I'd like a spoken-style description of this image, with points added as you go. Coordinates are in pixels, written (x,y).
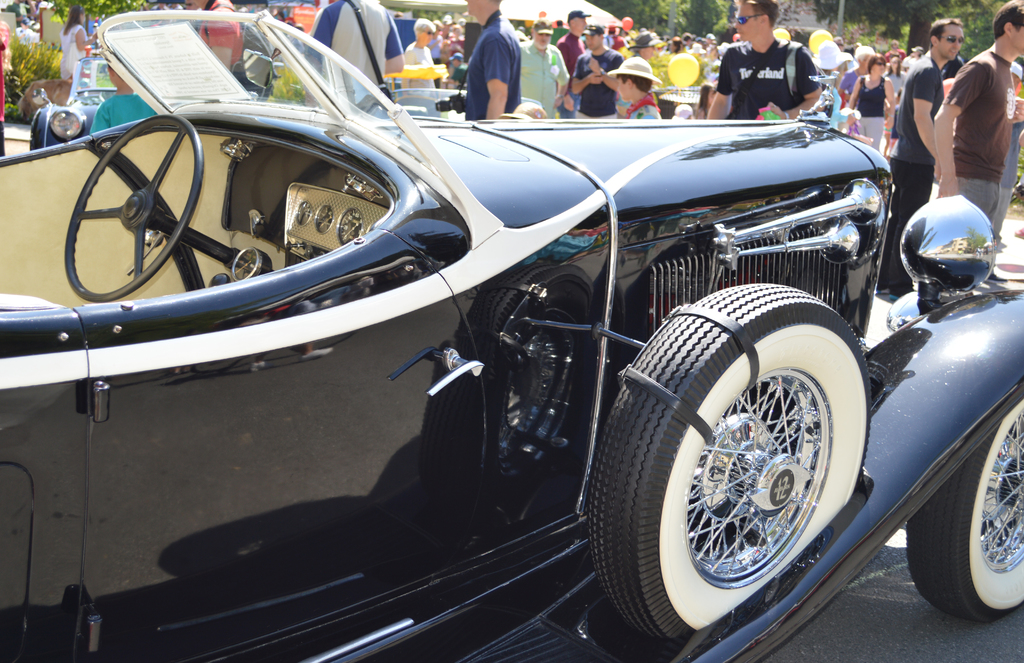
In this picture we can see black color Vintage car (477,464) parked in the front (219,589). Behind we can see the group of men and women (580,74) standing in the car exhibition rally.
